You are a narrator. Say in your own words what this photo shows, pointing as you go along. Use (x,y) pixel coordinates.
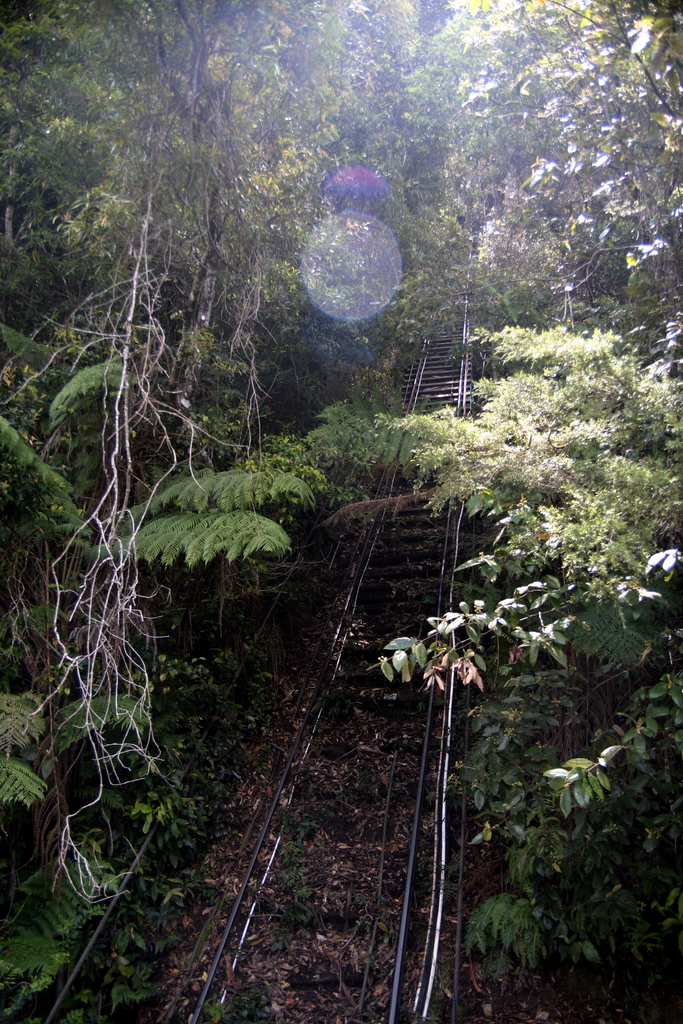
In this image in the center (454,607) there is a railway track (367,717) and there are trees (434,462).
